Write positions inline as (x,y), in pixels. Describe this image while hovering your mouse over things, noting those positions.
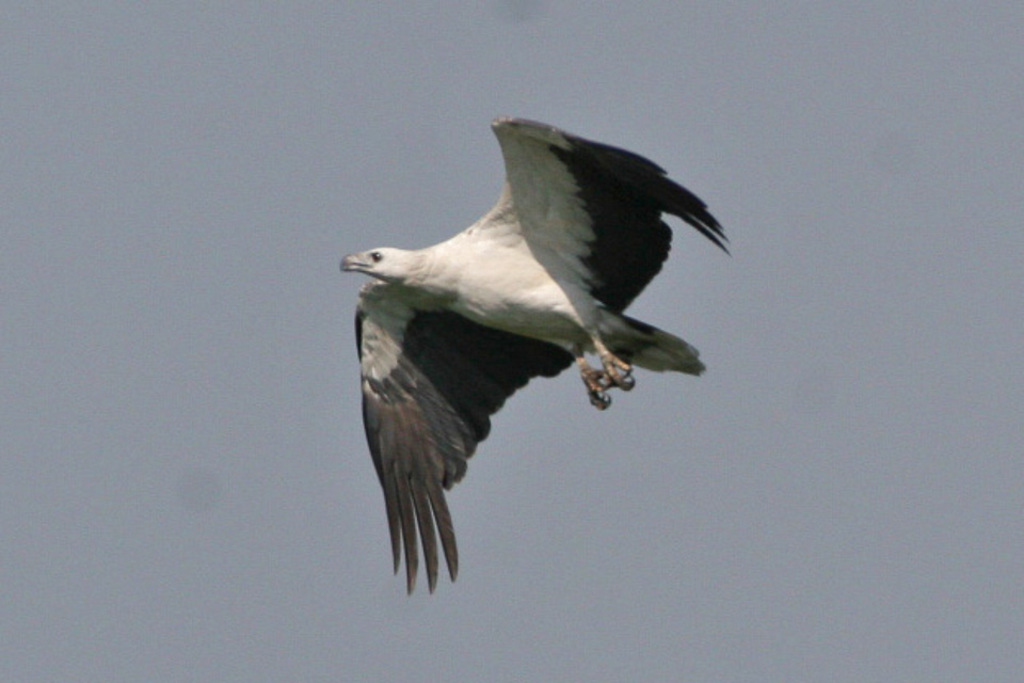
In the picture I can see a bird (500,314) is flying in the air (211,147). In the background (159,305) I can see the sky (159,252).
